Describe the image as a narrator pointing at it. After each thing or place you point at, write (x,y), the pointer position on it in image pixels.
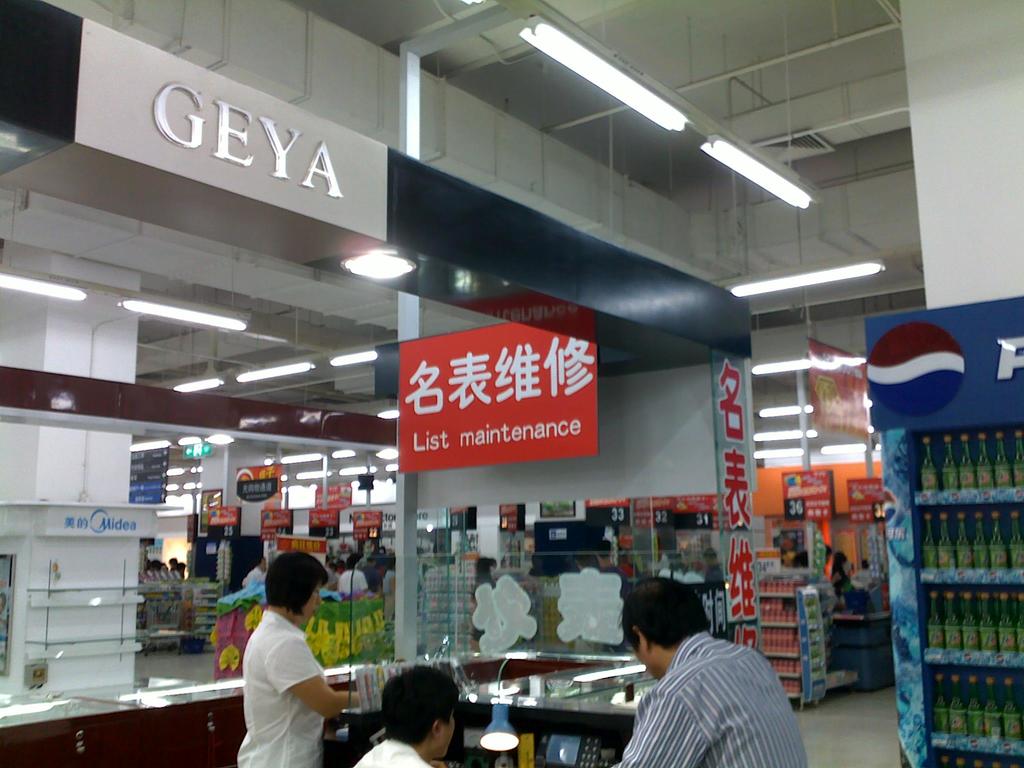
In this image we can see there is inside of the building (342,386). And there are persons (786,734), lights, phone (611,754), bottles (964,441), boards (857,518), wall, table (608,668) and some objects (629,685).
